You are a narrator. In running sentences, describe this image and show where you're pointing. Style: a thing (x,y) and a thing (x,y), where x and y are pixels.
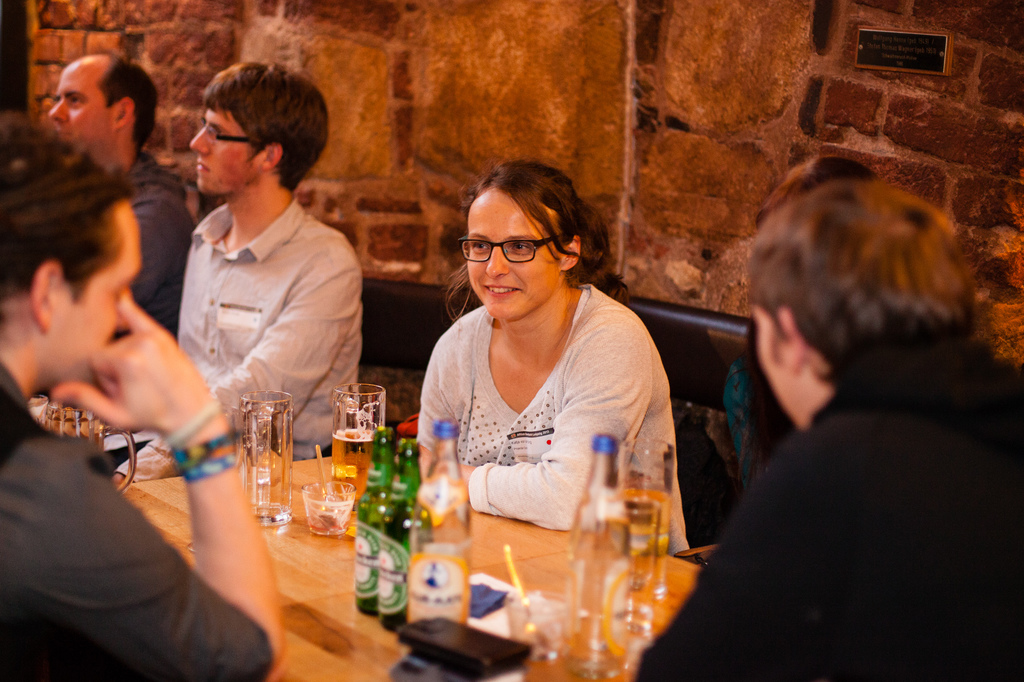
In this image we can see a few people (844,217) sitting on the chairs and a few objects (580,518) on the table (473,539), there is a brick wall (950,151) in the background (618,38).
